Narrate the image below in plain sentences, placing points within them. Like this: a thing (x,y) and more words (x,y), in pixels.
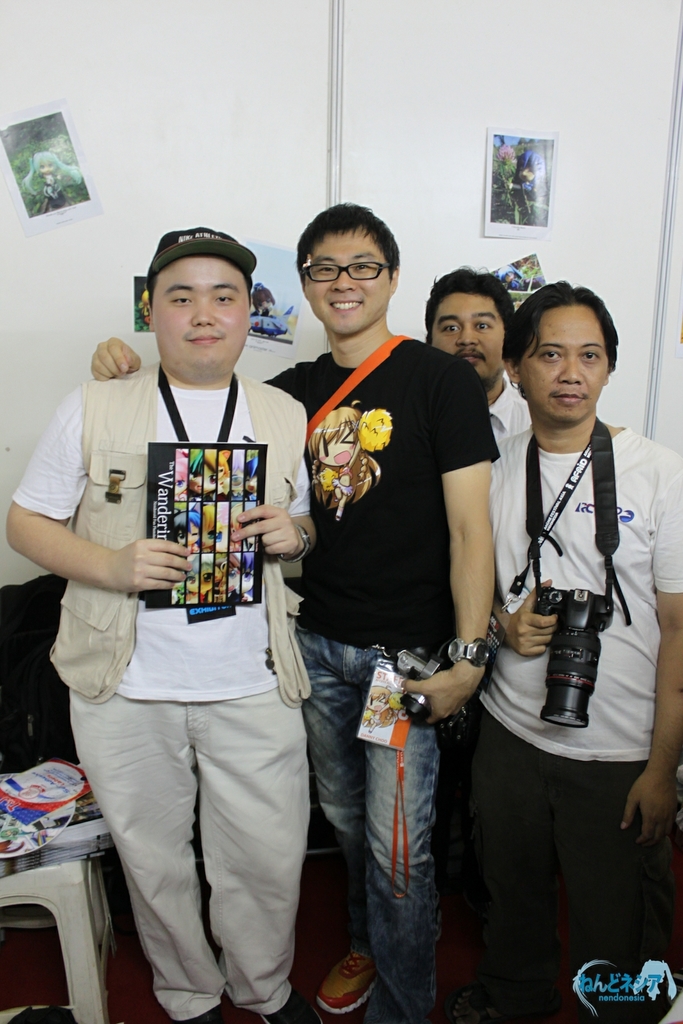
There are four members (296,475) standing in this picture. The right guy (591,395) is holding a camera (584,664) in his hand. In the background (185,88) there are some photographs (48,135) attached to the wall (312,127).
